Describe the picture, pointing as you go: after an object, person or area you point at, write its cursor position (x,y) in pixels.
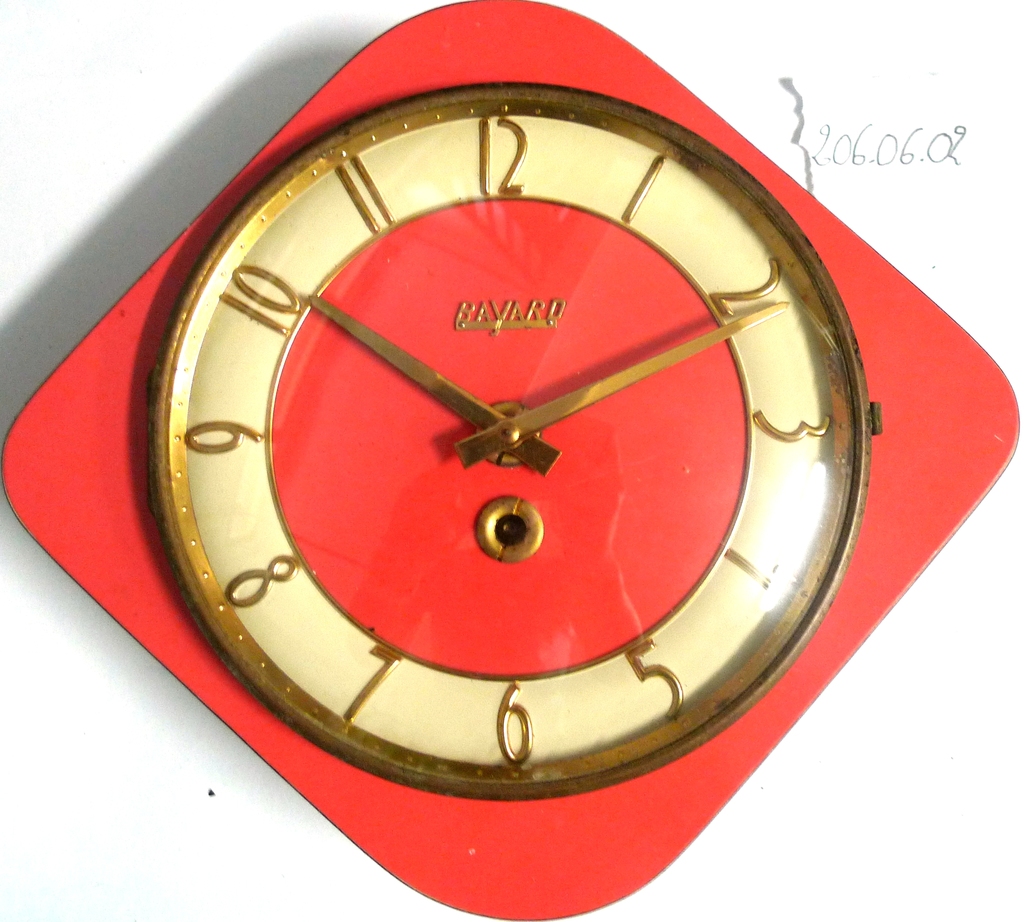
There is a red clock (380,586) on the white background.
